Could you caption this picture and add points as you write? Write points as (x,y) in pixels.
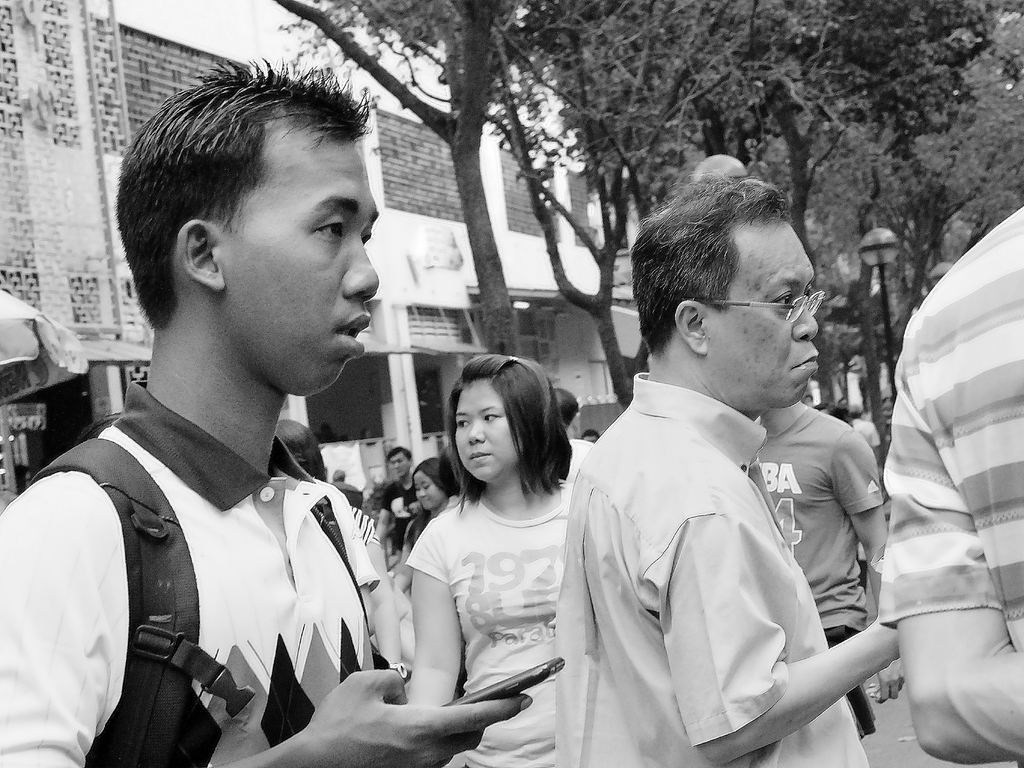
In this image I can see people (662,344) standing in the front (8,748). There are trees (512,123), pole (888,313) and buildings (501,183) at the back (543,82). This is a black and white image.
